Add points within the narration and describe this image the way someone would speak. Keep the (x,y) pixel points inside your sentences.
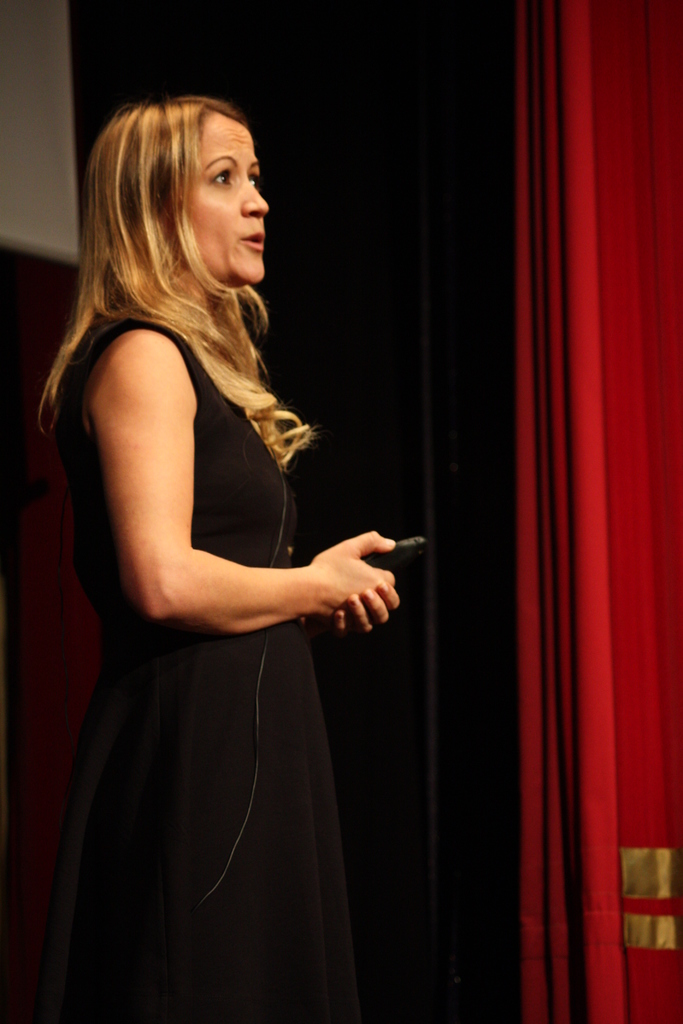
In this image there is a woman (245,671) wearing a black dress (233,832) and holding a remote (382,558). In the background (579,202) there is a red color curtain (590,789).
